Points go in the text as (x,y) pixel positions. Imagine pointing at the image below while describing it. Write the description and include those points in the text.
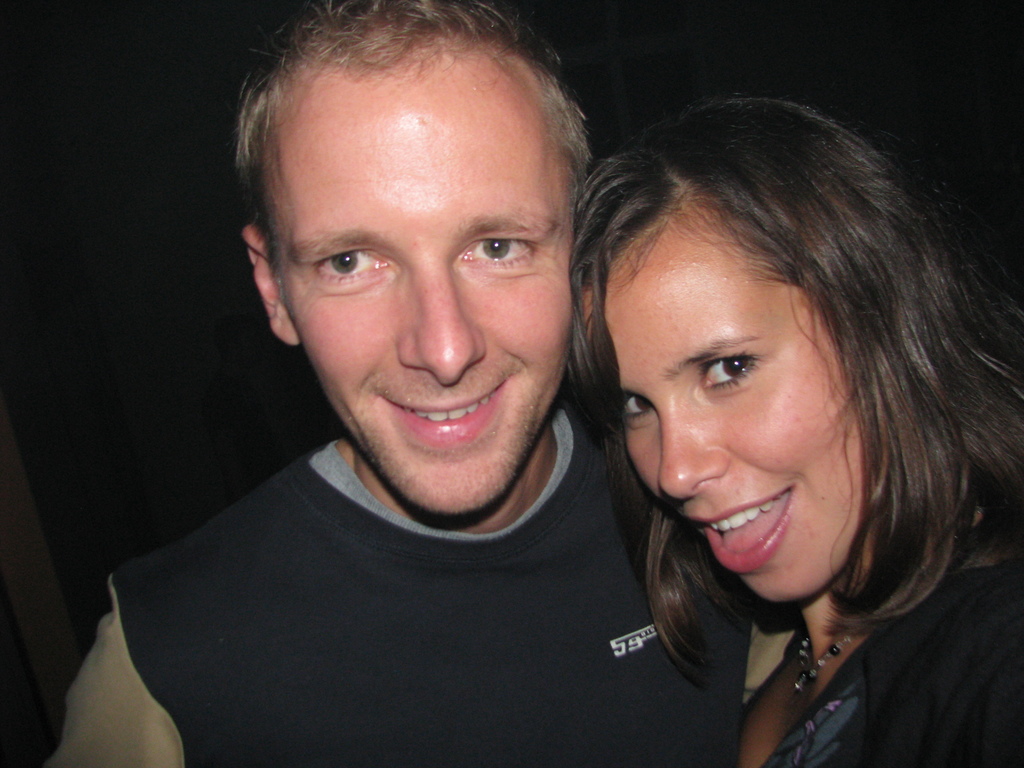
In this image we can see one woman (932,687) and one man (515,358) with smiling faces (809,499). There is one object (57,703) on the left side (51,751) corner of the image and the background (928,30) is dark.
